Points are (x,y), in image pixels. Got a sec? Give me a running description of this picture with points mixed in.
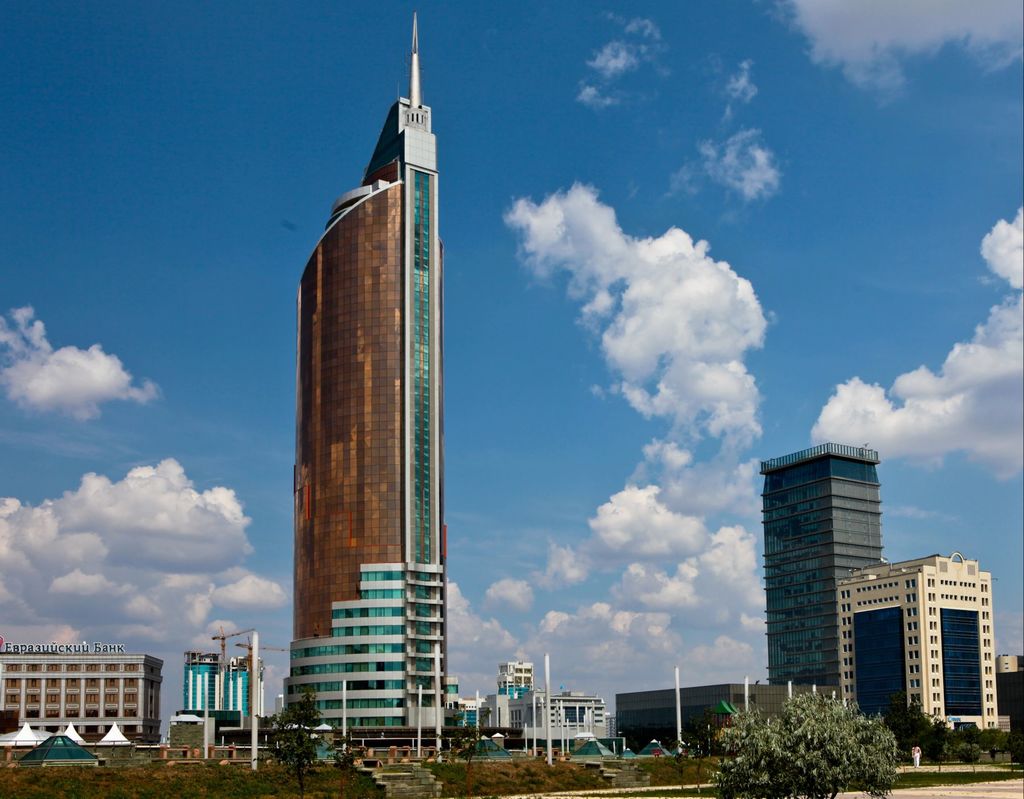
In this image I can see number of buildings (328,596) and number of trees (288,730). In the background (287,142) I can see clear blue sky (63,213) with some clouds (576,275).
